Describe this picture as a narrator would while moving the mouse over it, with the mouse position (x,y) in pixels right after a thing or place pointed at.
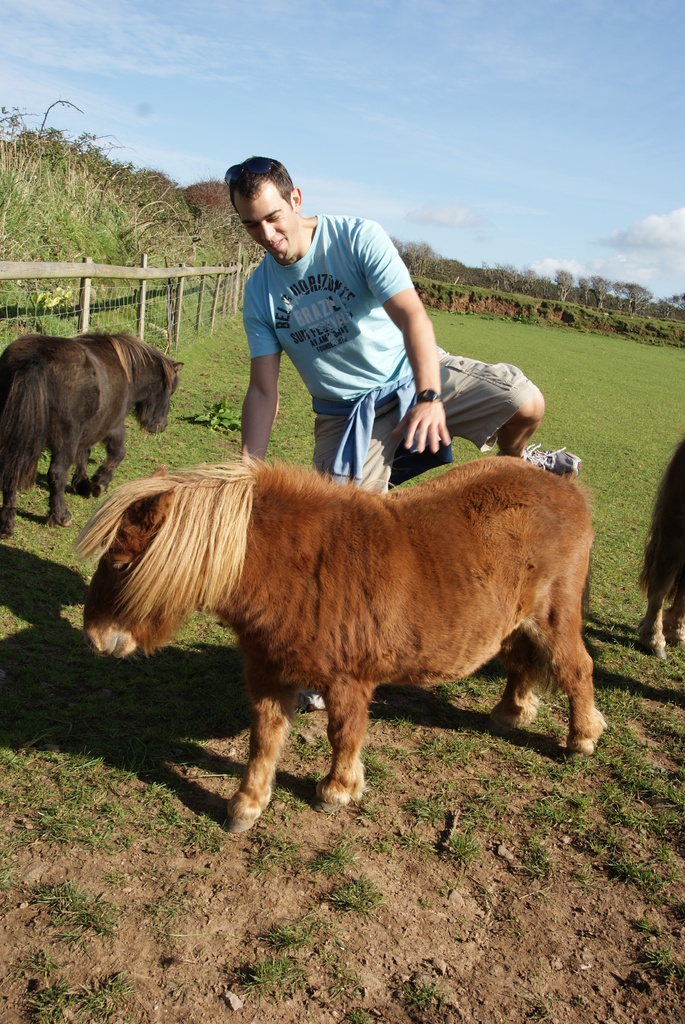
In this image I can see a man (517,394) and few animals (342,563). In the background (426,257) I can see number of trees (445,267) and a clear view of sky (284,115).
